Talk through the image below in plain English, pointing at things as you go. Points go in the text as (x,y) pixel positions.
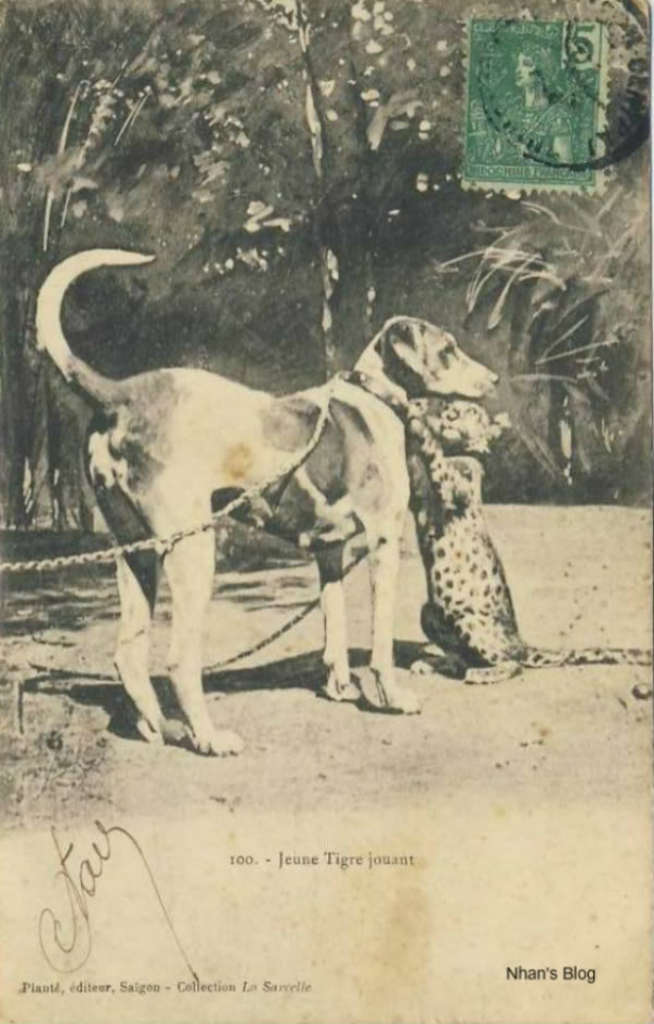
This is a black and white picture. In this picture, we see a dog (148,421) and a leopard cub (448,548). At the bottom of the picture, we see some text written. In the background (335,329) there are trees (376,256) In the right top of the picture (510,129), we see a postage stamp (523,76) in green color.
